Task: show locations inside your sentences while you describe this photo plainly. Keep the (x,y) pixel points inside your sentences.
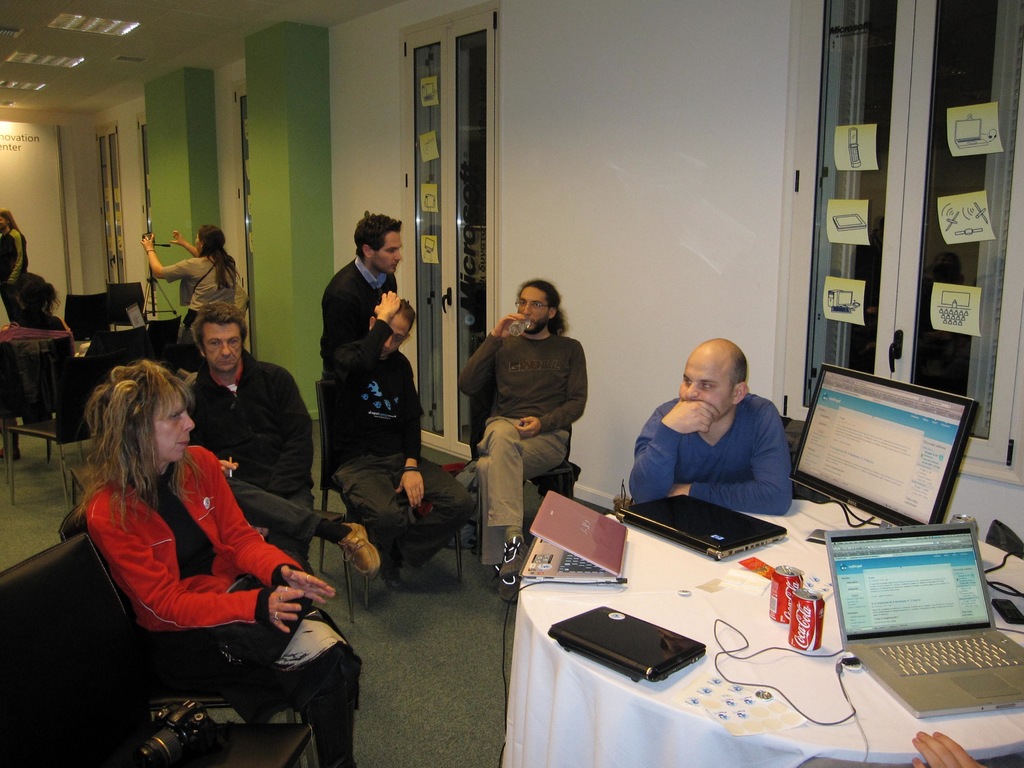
In this image there are few people (251,686) sitting on the chair (289,735). On the table (736,631) there is a laptop (841,545), tin (821,622).
